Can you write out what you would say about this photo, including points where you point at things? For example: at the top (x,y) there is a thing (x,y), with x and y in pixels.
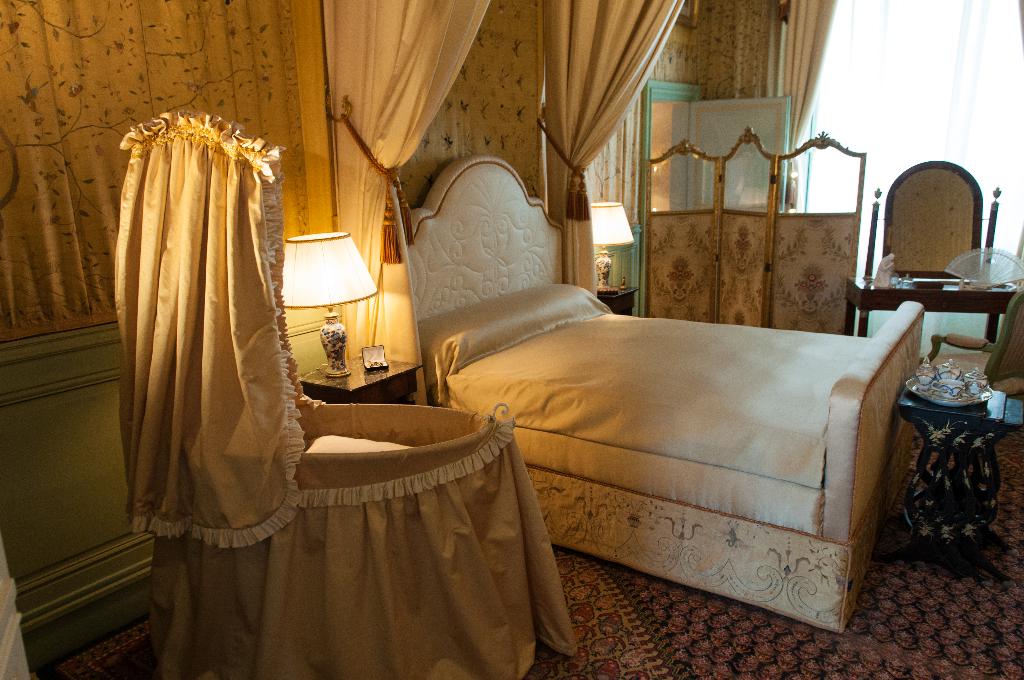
In this picture we can see the curtains (981,81), bed frame (485,167), bed (810,348), clothes (446,609). We can see the tables (1016,428), bed lamps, floor carpet (1023,460) and few objects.
